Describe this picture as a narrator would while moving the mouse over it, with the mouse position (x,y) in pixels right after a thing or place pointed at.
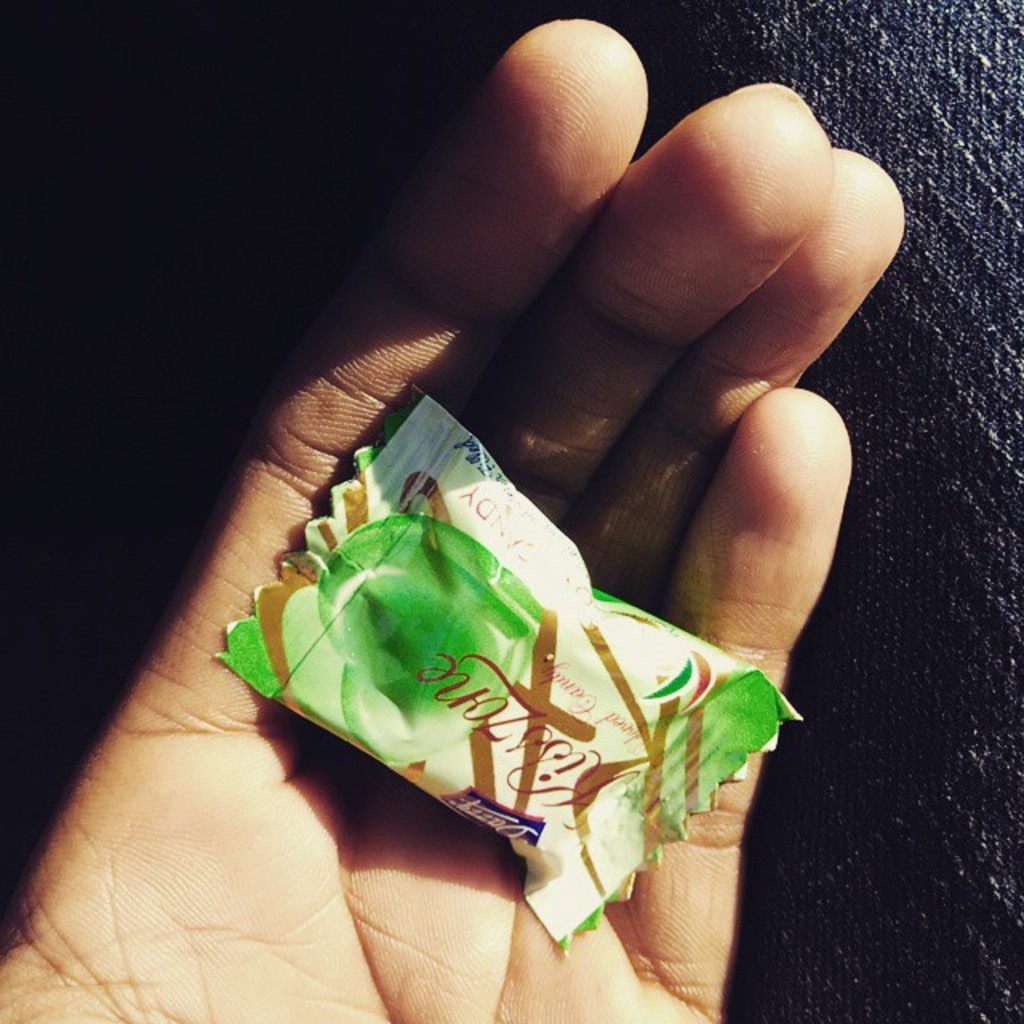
In this image there is a hand (196,854). In the hand (366,790) there is a chocolate (579,730). On the right side (914,368) it looks like a cloth (920,128).
